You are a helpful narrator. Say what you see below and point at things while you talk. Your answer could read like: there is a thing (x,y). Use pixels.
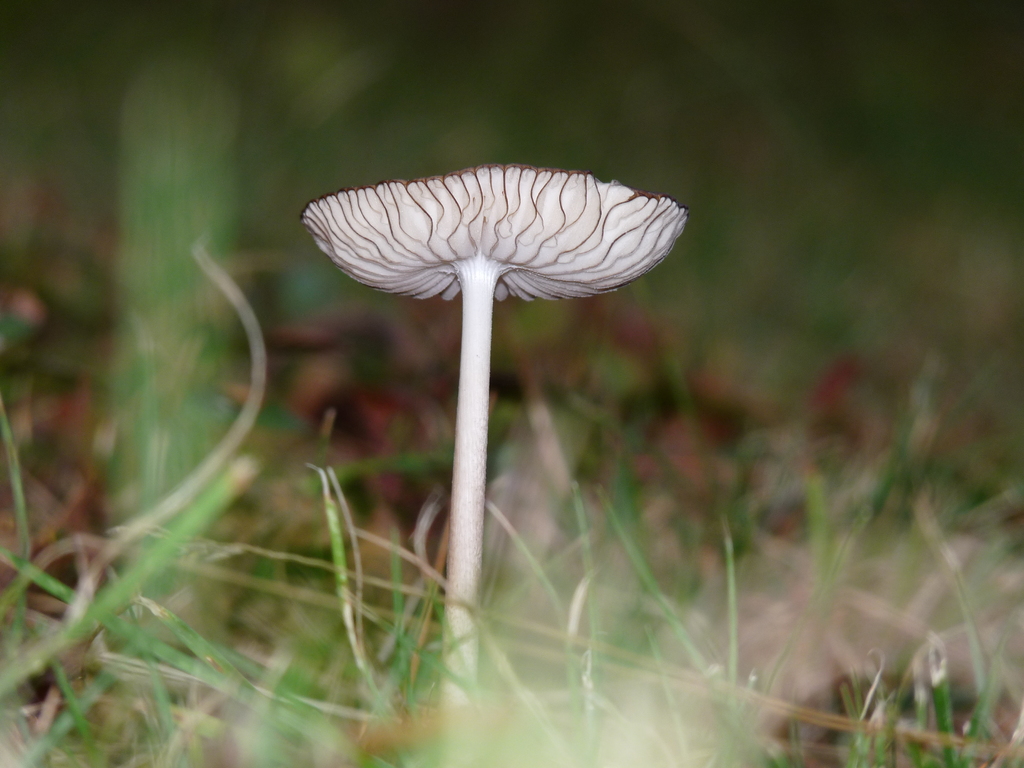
In the picture we can see a grass surface (256,594) in it we can see a mushroom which is white in color with brown colored lines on the top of it and behind it we can see full of plants (353,327) which are not clearly visible.
